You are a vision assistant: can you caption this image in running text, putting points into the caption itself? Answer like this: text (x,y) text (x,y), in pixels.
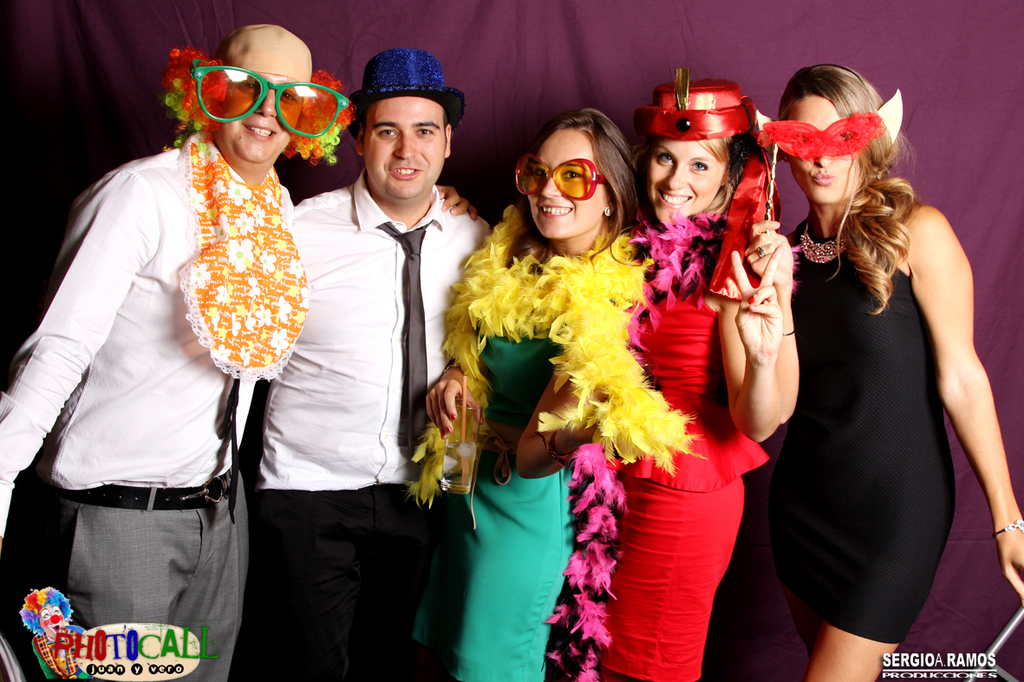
Five people (376,249) are standing. Person (150,343) on the left (107,334) is wearing glasses (219,88) and something (230,214) on the neck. Person (348,244) next to him is wearing a hat (374,68). Two ladies (524,257) are wearing scarf (599,274) made of feathers (607,283). Middle lady (632,277) is wearing goggles (566,180). Lady (687,184) next to her is wearing a hat (682,136). Another lady (842,164) is holding a mask (793,151). And there are watermarks (100,632) on the sides.
